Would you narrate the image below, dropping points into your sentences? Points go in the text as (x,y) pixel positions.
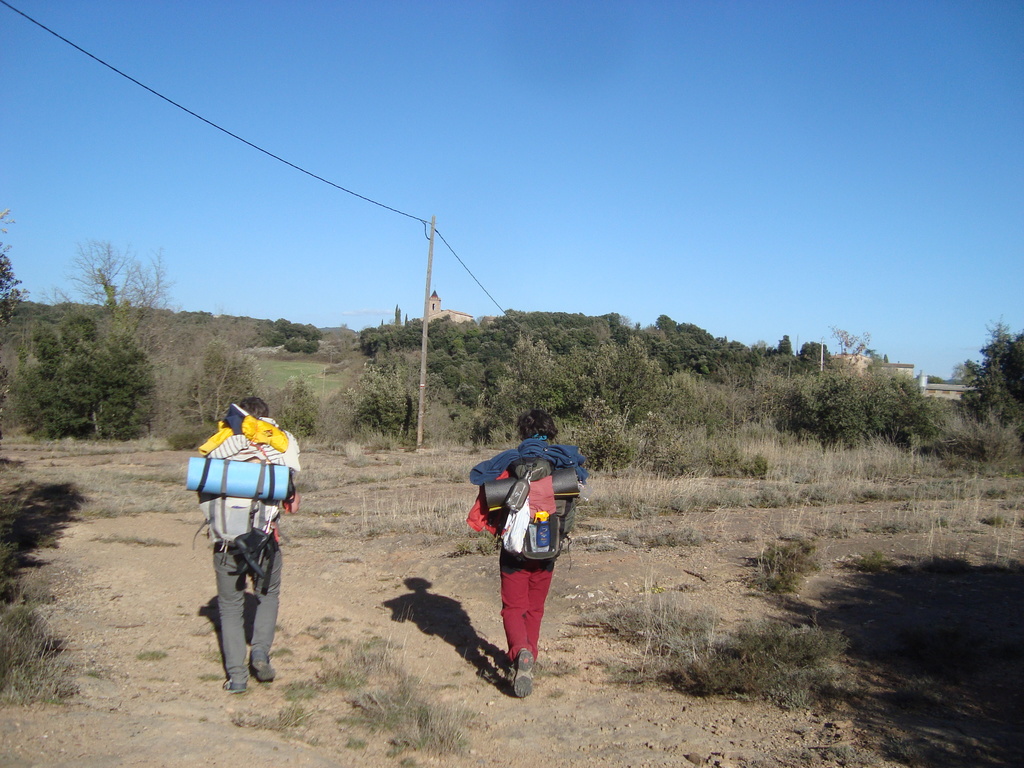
In this image we can see two people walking on the ground (399,657) carrying their luggage (267,585). On the backside (566,413) we can see a group of trees (630,365), houses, grass (781,466), a pole (433,229) with wires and the sky (719,216).
